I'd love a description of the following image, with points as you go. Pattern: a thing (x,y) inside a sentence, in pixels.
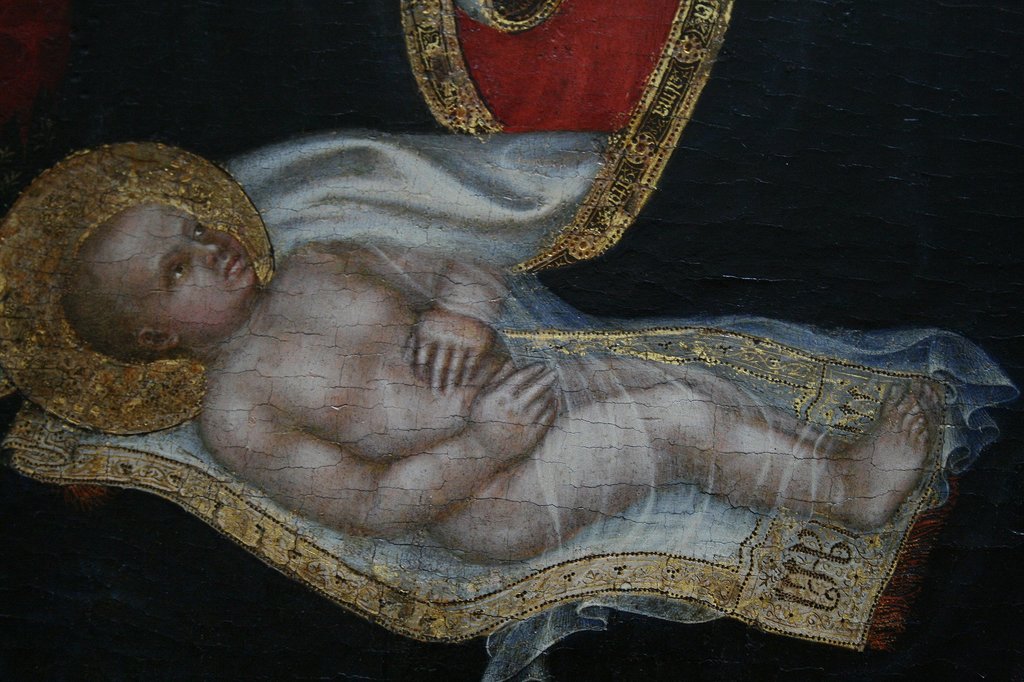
This is an edited image. In this image, in the middle (347,350), we can see a kid (347,350). In the background (761,657), we can see black color.
